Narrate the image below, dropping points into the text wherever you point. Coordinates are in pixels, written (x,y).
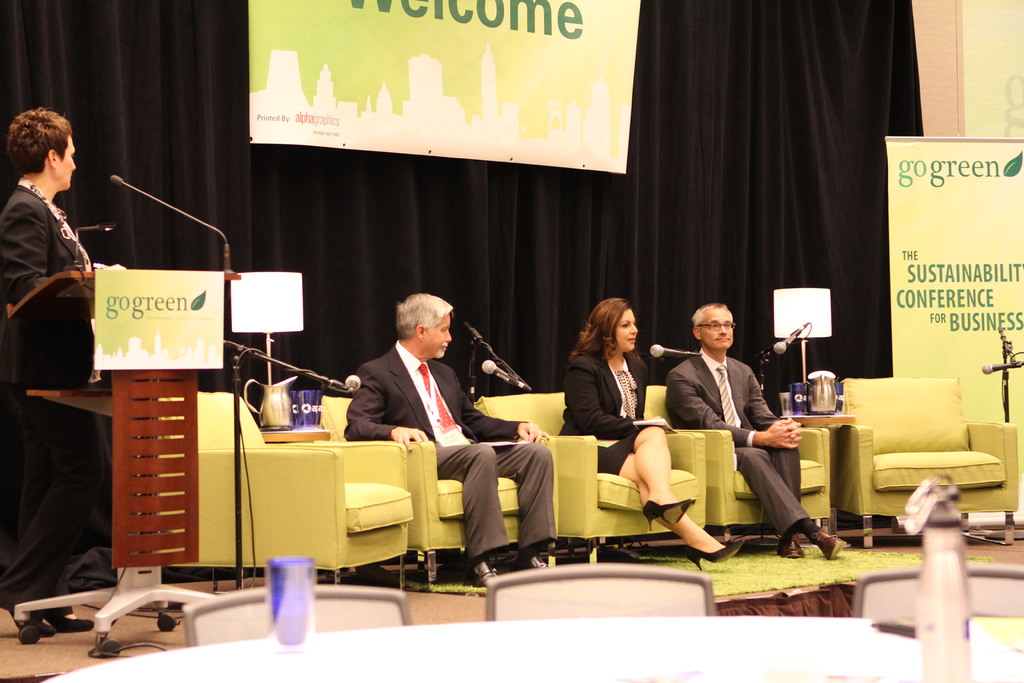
In this image, I can see two men (681,392) and a woman (659,468) sitting. These are the mics (657,351) with the mike stands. On the left side of the image (73,320), I can see a person (53,222) standing. This looks like a podium (155,441) with the mics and board (126,290). I can see the tables (325,436) with water jugs (286,409) and glasses (307,411). On the right side of the image (954,322), It looks like a banner (973,296). At the bottom of the image (327,621), I can see the chairs (338,627), a water bottle (924,605), glass (272,625) and a table (512,658). This looks like a board (481,123), which is attached to a cloth (203,90). These are the kind of curtains (752,199) hanging.
